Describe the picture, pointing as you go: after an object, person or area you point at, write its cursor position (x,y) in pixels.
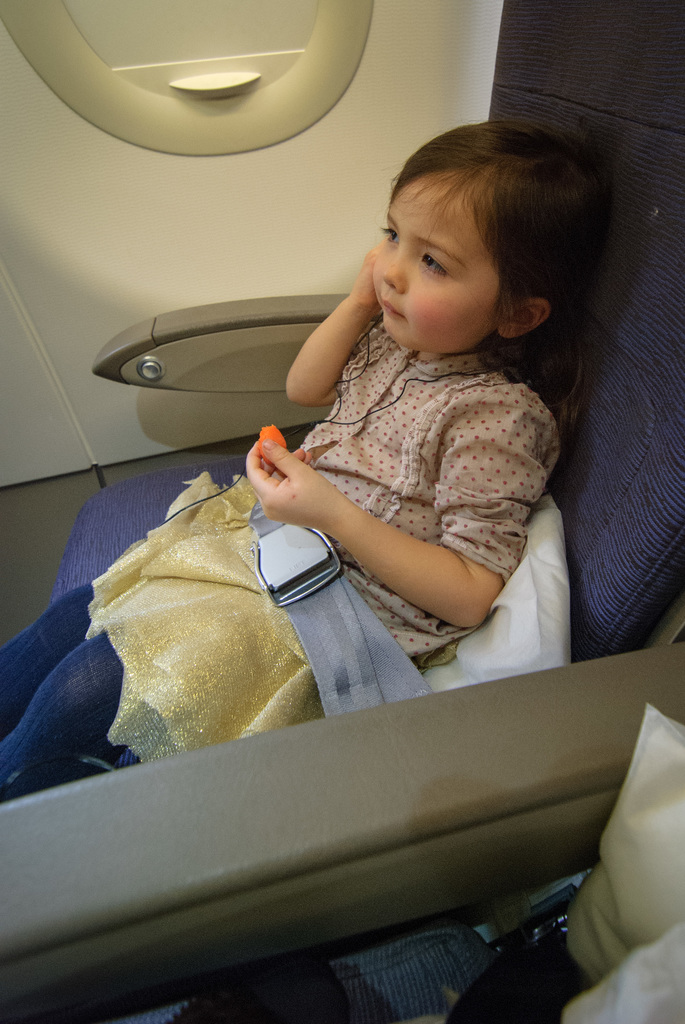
In this image a girl (406,600) is sitting on a seat (625,667) which is inside the vehicle (7,329). She is holding a object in her hand (306,487). Behind her there is a pillow (519,638). She is tied with a seat belt (358,657). Right bottom there are few packets (604,916). Left top there is a window (202,111) to the wall (203,268).
